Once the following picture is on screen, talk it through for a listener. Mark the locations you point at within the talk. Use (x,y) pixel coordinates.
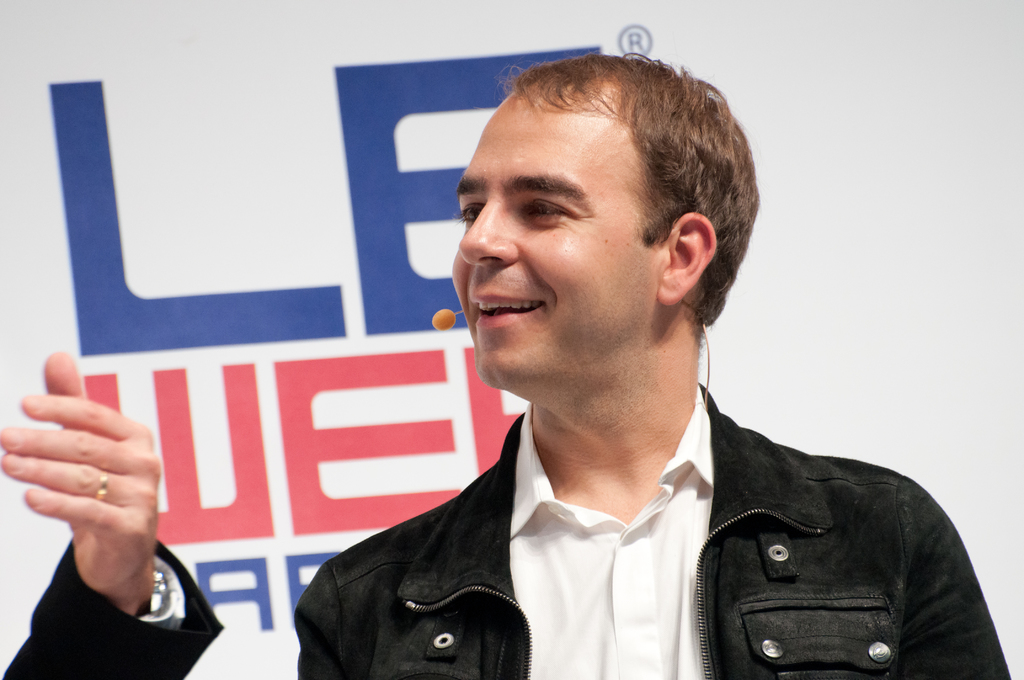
In the middle of this image (614,325) I can see a man (505,485) wearing a black color jacket (457,589), white color shirt (604,582) and smiling by looking at the left side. On the left side (106,539), I can see a person's hand (111,505). In the background (188,121), I can see a white color board (186,96) on which I can see some text (297,372).
